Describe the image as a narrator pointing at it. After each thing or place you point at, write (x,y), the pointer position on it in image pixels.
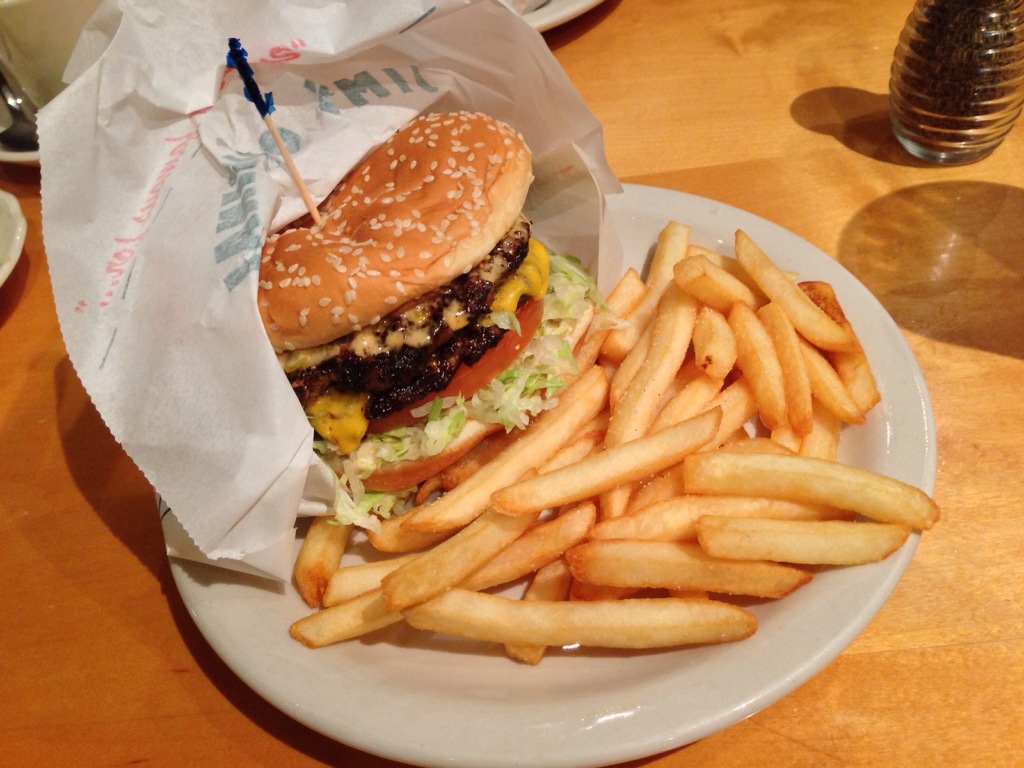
In this picture I can observe burger (429,289) and french fries (611,492) in the plate (548,706). The plate (546,690) is on the table (64,360). The table (713,141) is in brown color.
